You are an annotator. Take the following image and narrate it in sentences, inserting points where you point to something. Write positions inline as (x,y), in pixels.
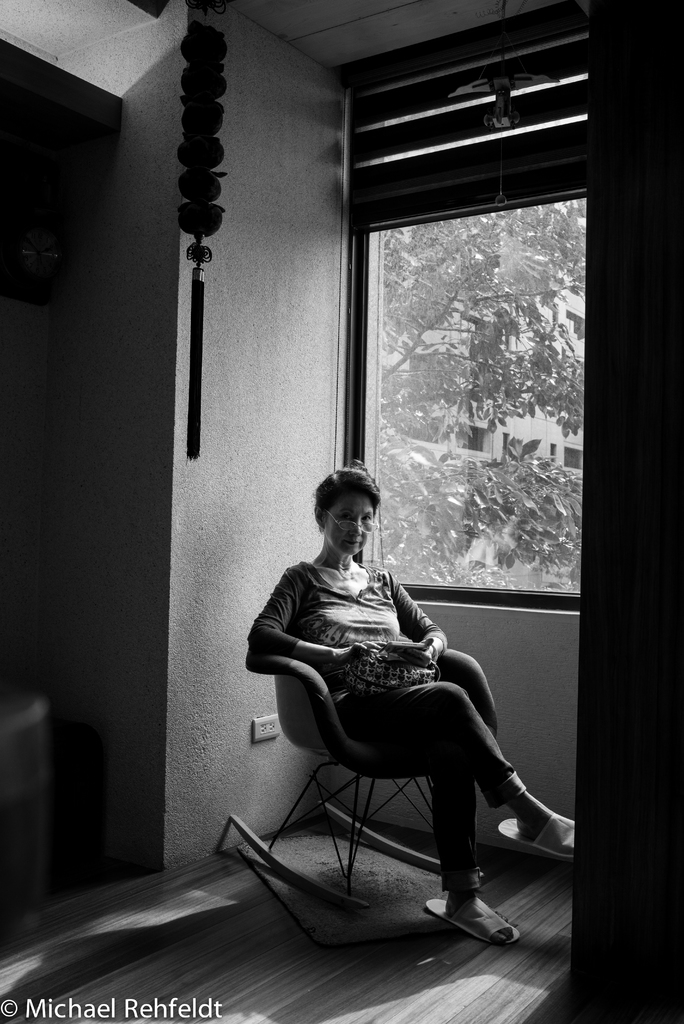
In this image the woman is sitting on the chair (298,688). At the background (492,409) there is a tree (478,409) and a building (464,456).
